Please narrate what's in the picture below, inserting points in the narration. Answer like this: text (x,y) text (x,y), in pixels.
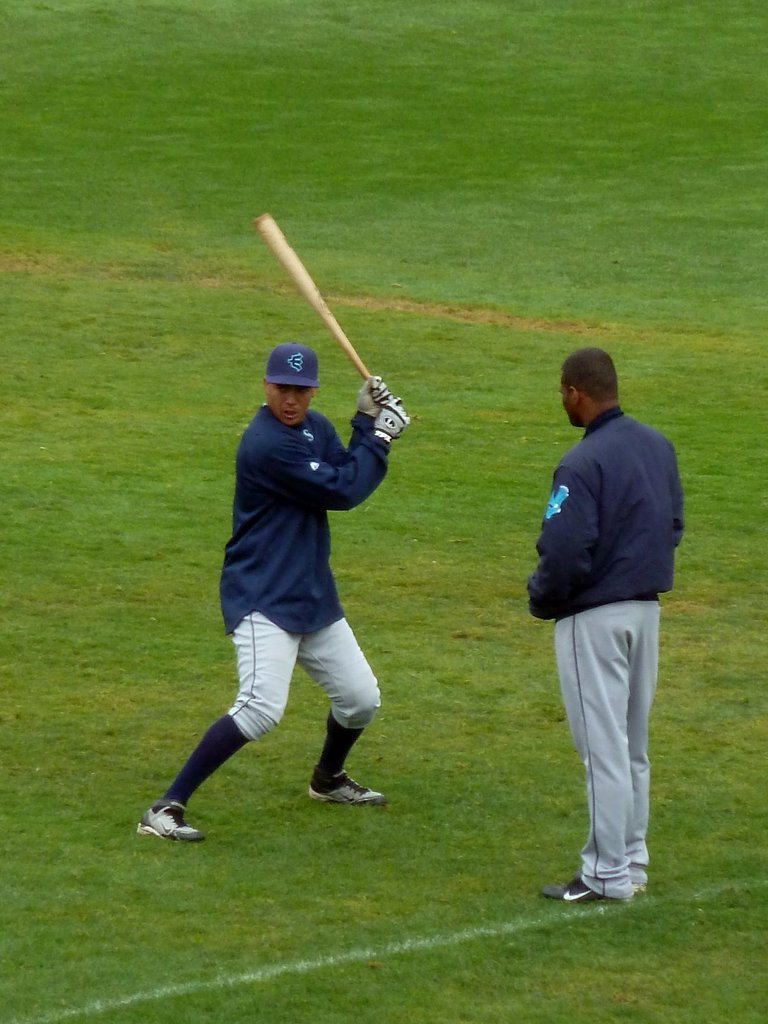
In this picture there is a person (272,541) wearing blue dress (277,528) is standing on a greenery ground (300,723) and there is a baseball bat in his hand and there is another person (627,537) standing in front of him.
